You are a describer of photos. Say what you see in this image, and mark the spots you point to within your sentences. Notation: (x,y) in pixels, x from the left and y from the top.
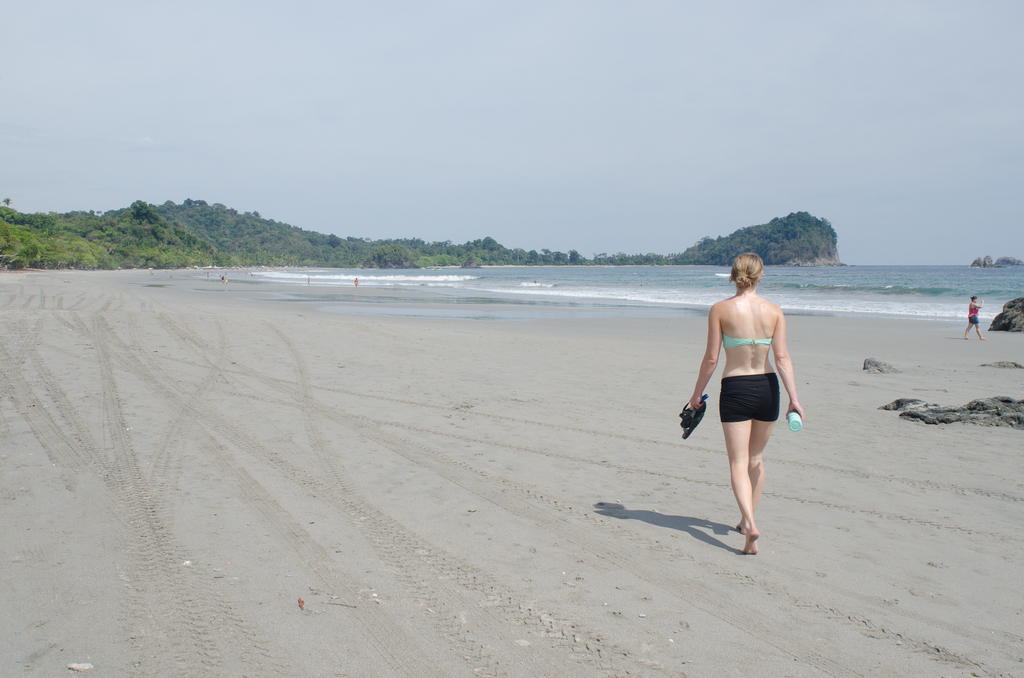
In this image we can see a woman (702,372) walking on the beach (240,332). In the background of the image (488,247) there are trees (176,230), water (956,270). At the top of the image (450,67) there is sky (471,90).
